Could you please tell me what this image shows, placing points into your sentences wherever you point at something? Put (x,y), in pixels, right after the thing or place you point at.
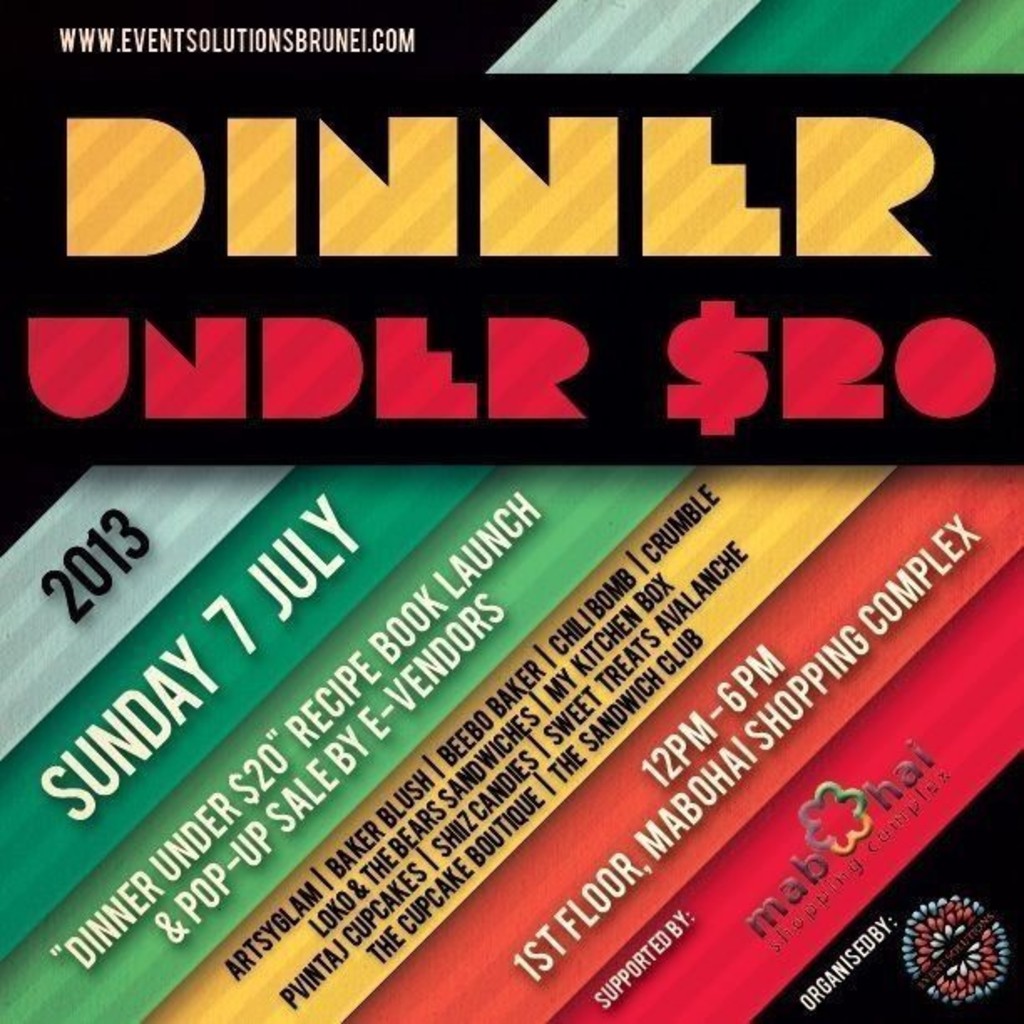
In this image there is a advertising poster (506,652) with some text (800,412).
